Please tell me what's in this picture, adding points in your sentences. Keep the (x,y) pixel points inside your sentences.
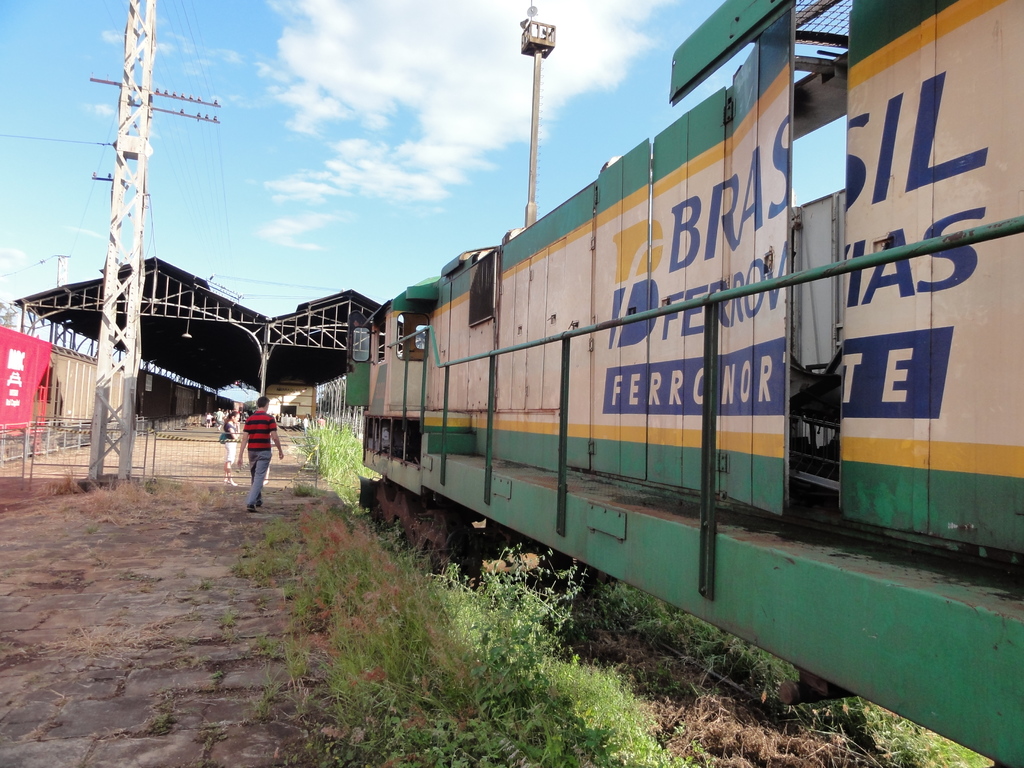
In the image we can see there are people (254,463) walking and some of them are standing, they are wearing clothes (254,438). Here we can see a train (557,417), grass (433,624), footpath (148,616), tower (128,331), pole (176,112), electric wires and a cloudy pale blue sky (289,211). Here we can see a pole house (230,355) and the fence (165,474).
